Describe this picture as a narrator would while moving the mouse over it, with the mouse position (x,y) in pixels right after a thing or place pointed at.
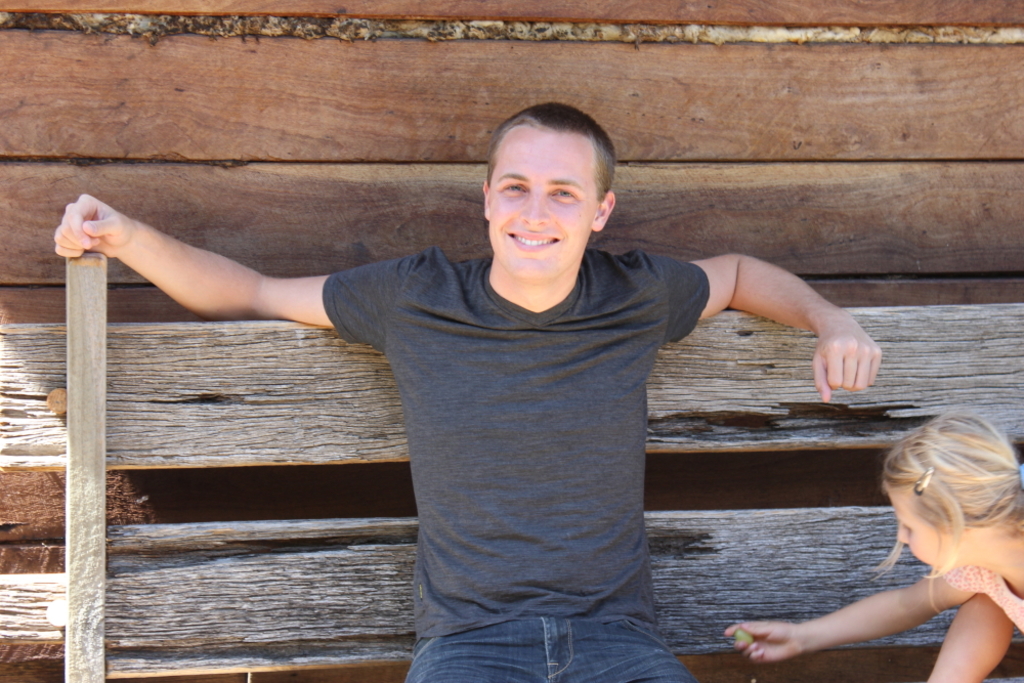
In this picture we can see one person (539,401) is sitting on the wooden bench (353,566), beside one girl (906,624) is playing.
